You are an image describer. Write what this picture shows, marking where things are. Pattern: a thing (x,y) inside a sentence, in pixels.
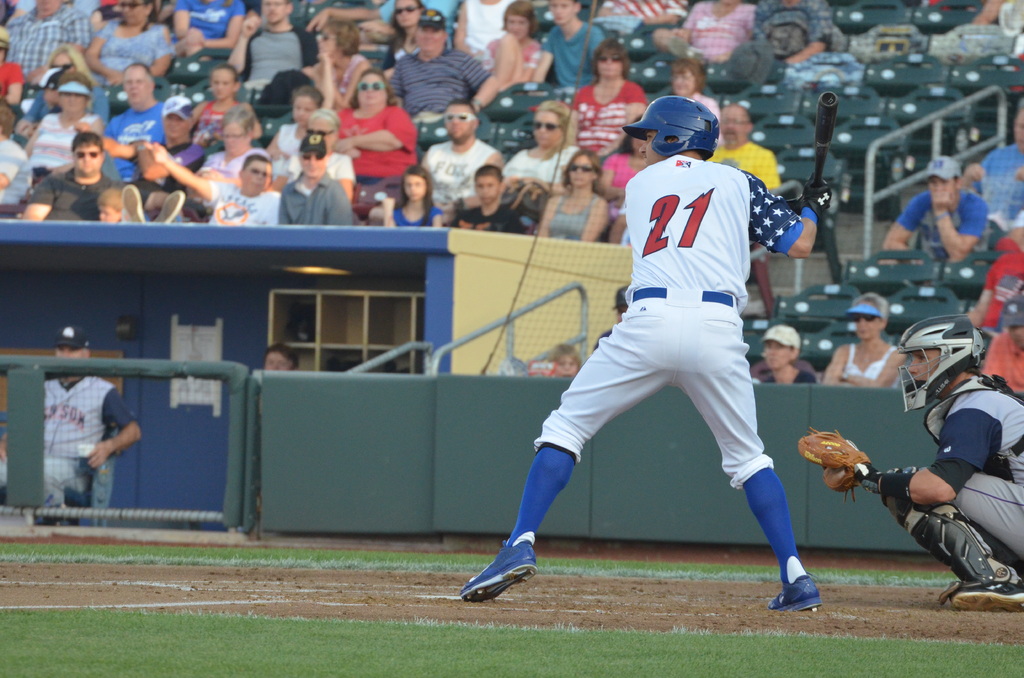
In this image, we can see people (716,369) wearing sports dress (742,400) and are wearing helmets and are holding some objects (821,177). In the background (40,26), there is a crowd (281,61) and we can see chairs (866,147), railings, a light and there is a poster (206,338) on the wall (157,386). At the bottom (380,606), there is ground (441,599).
